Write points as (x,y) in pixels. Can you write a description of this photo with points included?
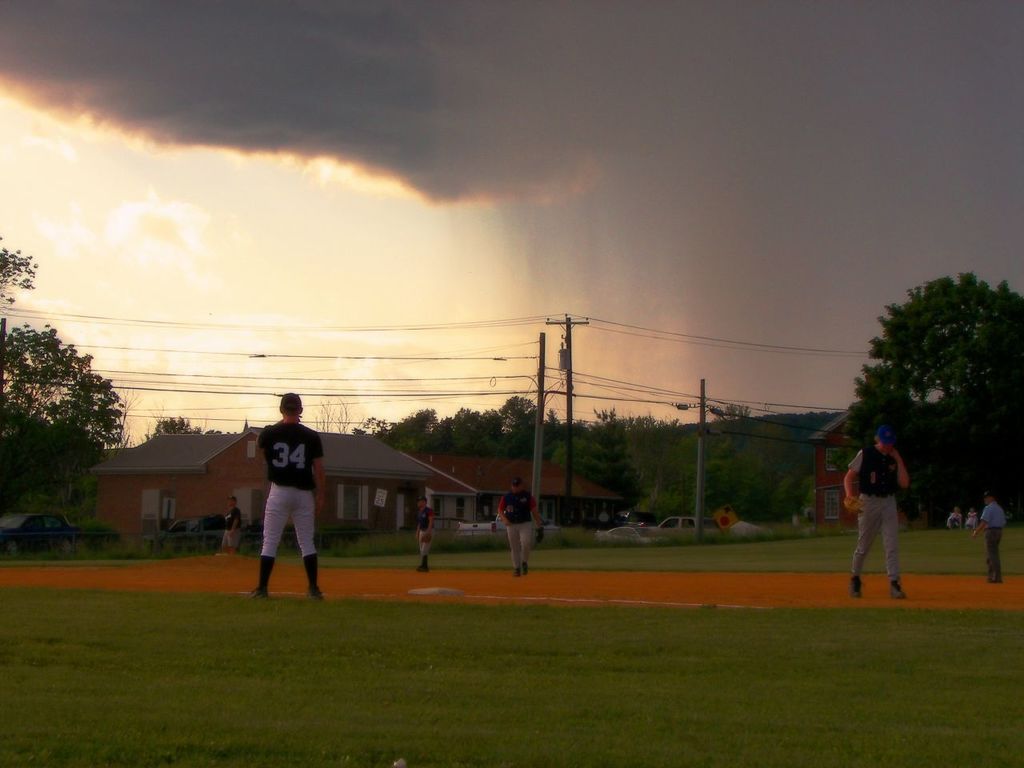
This picture might be taken inside a playground (715,590). In this image, we can see a few people (883,454) are walking and few people (991,574) are standing. On the right side (818,473), we can see some trees (1020,397) and houses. In the background (17,525), we can see a car (0,528), houses (427,474), trees (497,448), electrical pole (570,443), electrical wires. On the top (545,162), we can see a sky (598,247) which is cloudy, at the bottom (818,546) there is a grass (775,570) and a land (750,582).
